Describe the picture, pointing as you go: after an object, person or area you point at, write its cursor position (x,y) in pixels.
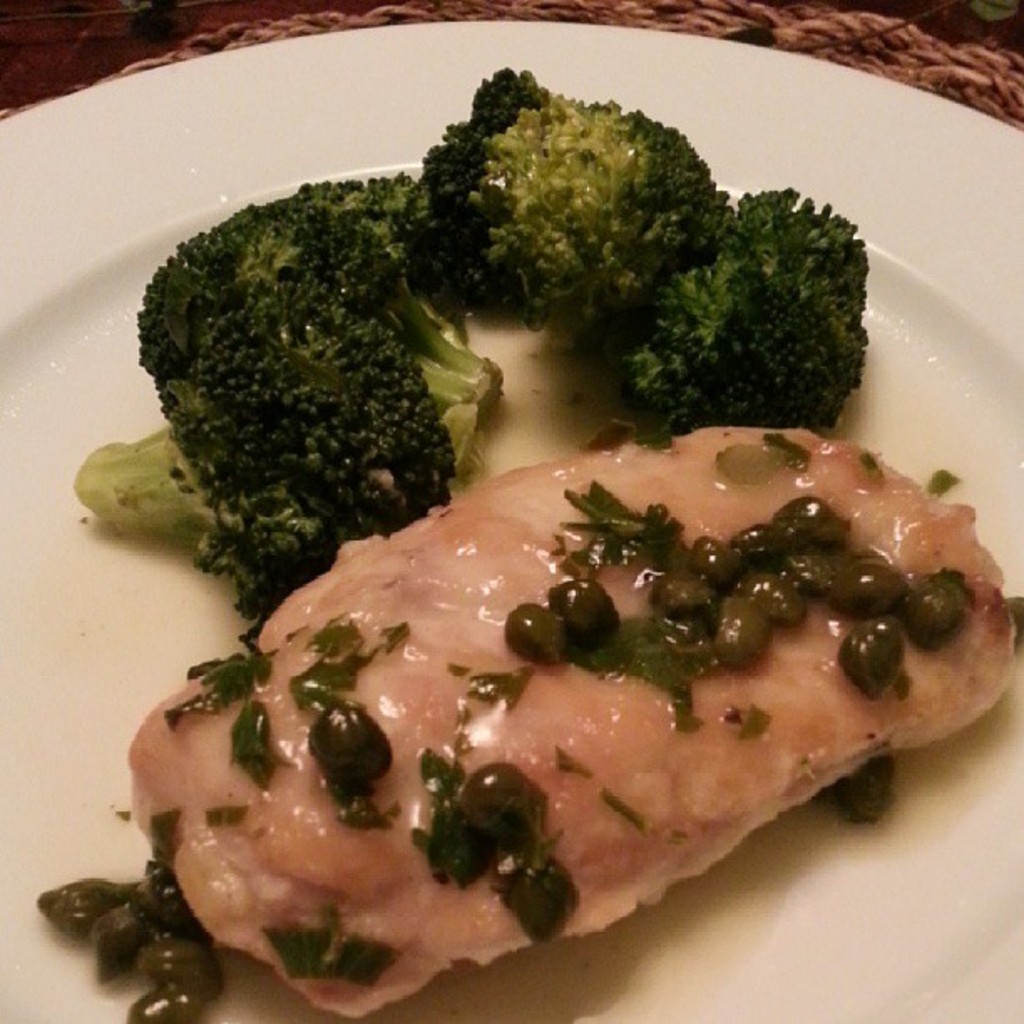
In the image there is broccoli (499,211), capers (538,617) and food (407,708) on a white plate (966,249).
